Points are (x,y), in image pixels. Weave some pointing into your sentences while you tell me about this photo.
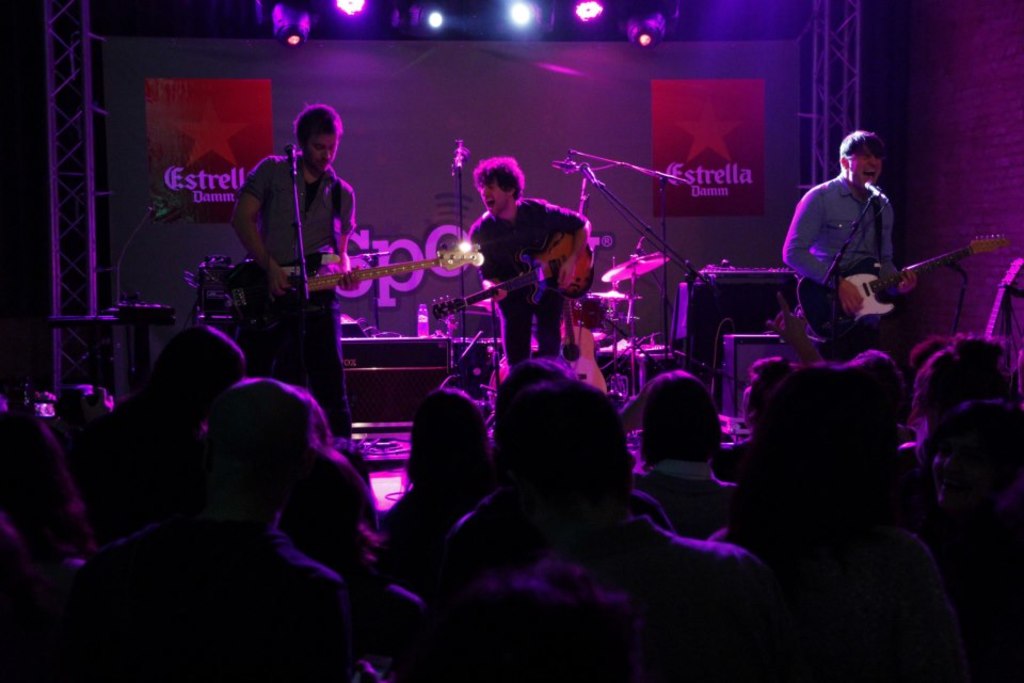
There is a music band (526,290) on the stage (588,287) in which every one is playing a musical instrument (844,319) in their hands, in front of a microphone (463,146) and stands (293,202). In the background (644,269) there are some equipment (635,278). Here are some people (446,539) watching their concert. In the background (251,146) there are some lights (302,30) and a poster (197,84) here.
